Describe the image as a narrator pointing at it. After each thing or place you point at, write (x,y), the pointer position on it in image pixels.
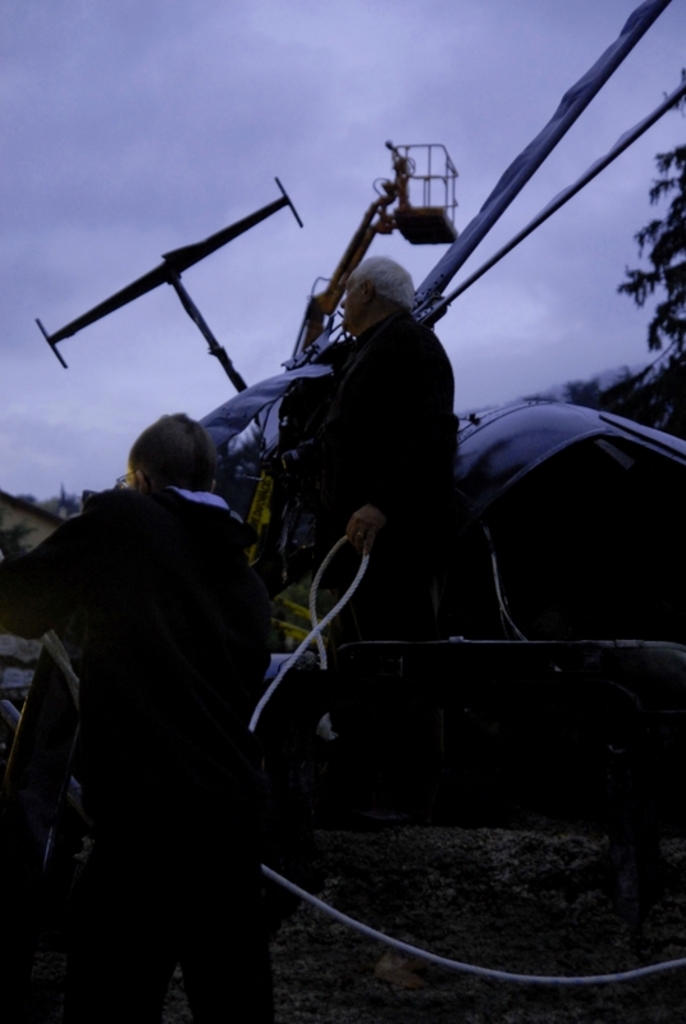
On the left side (222,693) a man (228,695) is standing, he wore black color sweater (264,675). At the top (161,77) it is the sky (159,133).
